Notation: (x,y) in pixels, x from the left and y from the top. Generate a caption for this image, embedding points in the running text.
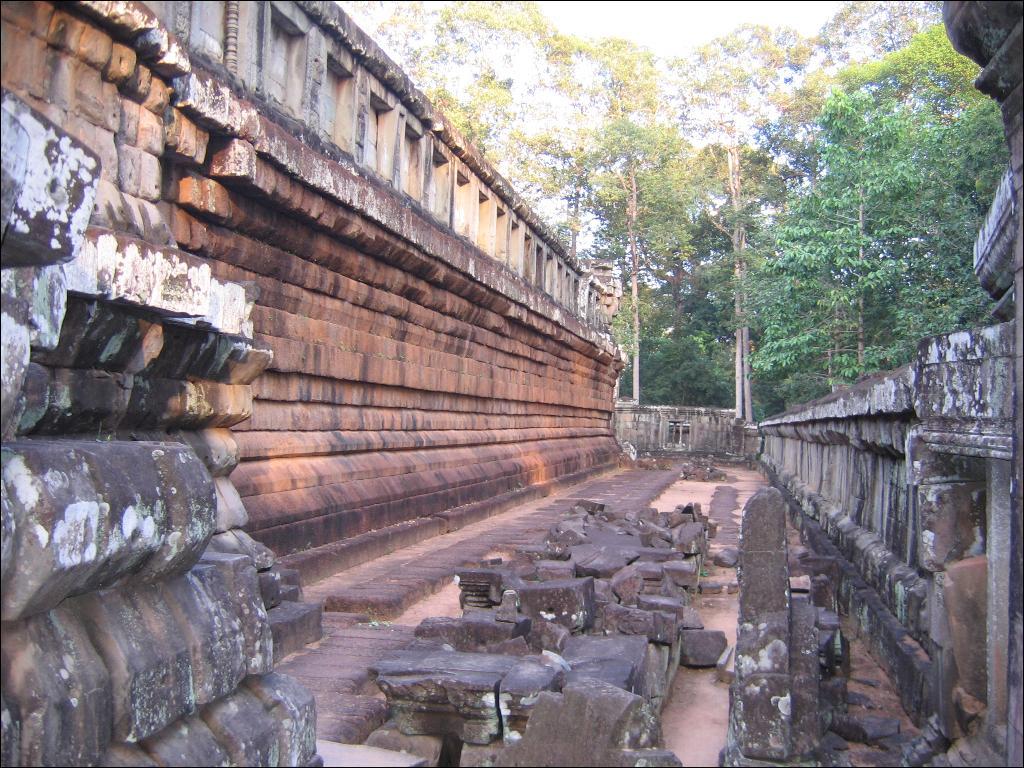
In the picture it looks like some construction (76,254) and there are two walls (142,365), in between those walls (593,436) there are broken pieces of stones (692,631) and in the background (758,263) there are many trees (795,302).
